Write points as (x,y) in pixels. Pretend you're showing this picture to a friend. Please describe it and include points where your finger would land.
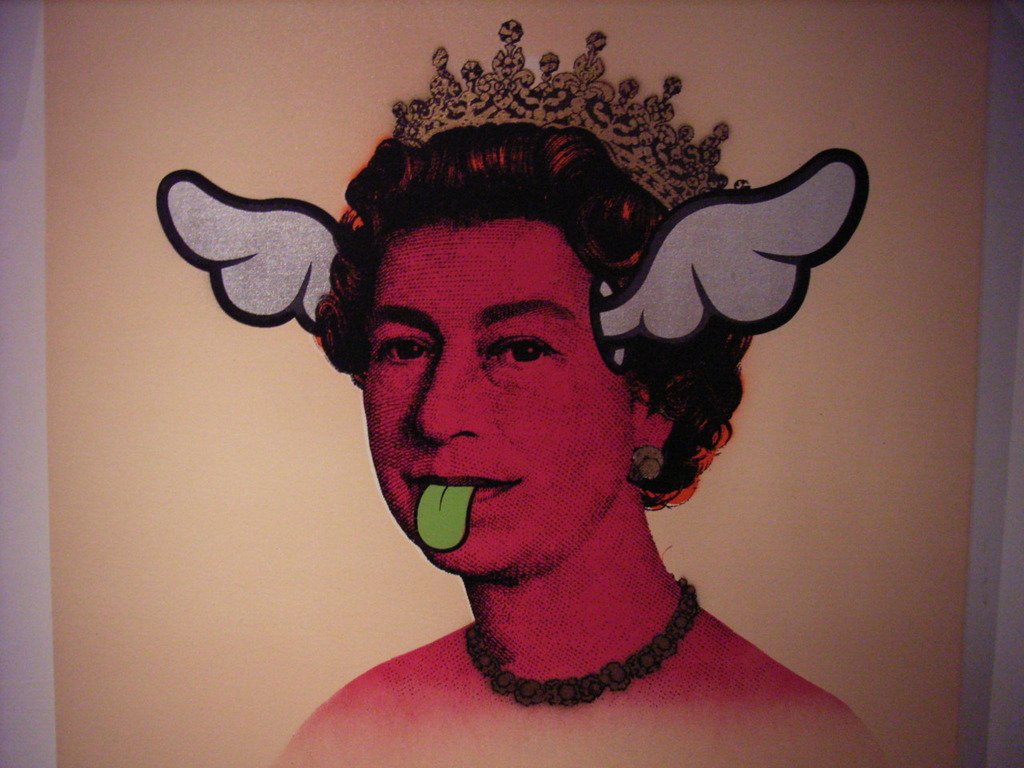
There is a painting (524,539) of a person (474,452) as we can see in the middle of this image (485,387).
